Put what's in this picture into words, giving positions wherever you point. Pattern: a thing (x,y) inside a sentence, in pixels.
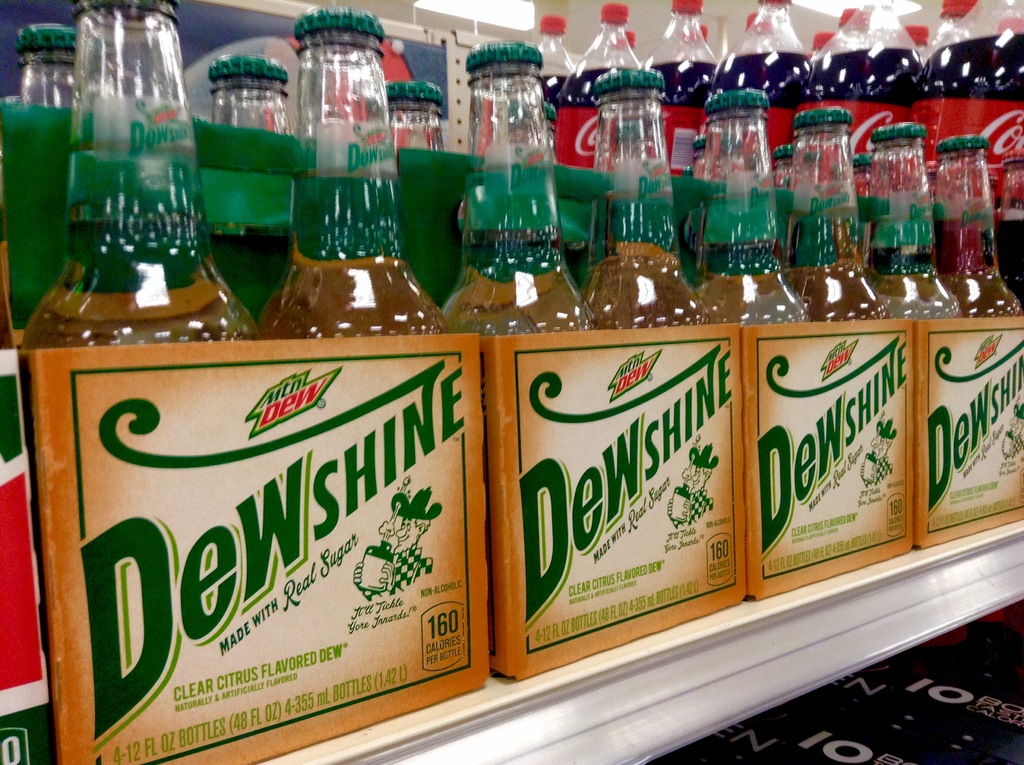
In this picture there are many bottles (495,135) in box (47,474). There is a light (477,18).
